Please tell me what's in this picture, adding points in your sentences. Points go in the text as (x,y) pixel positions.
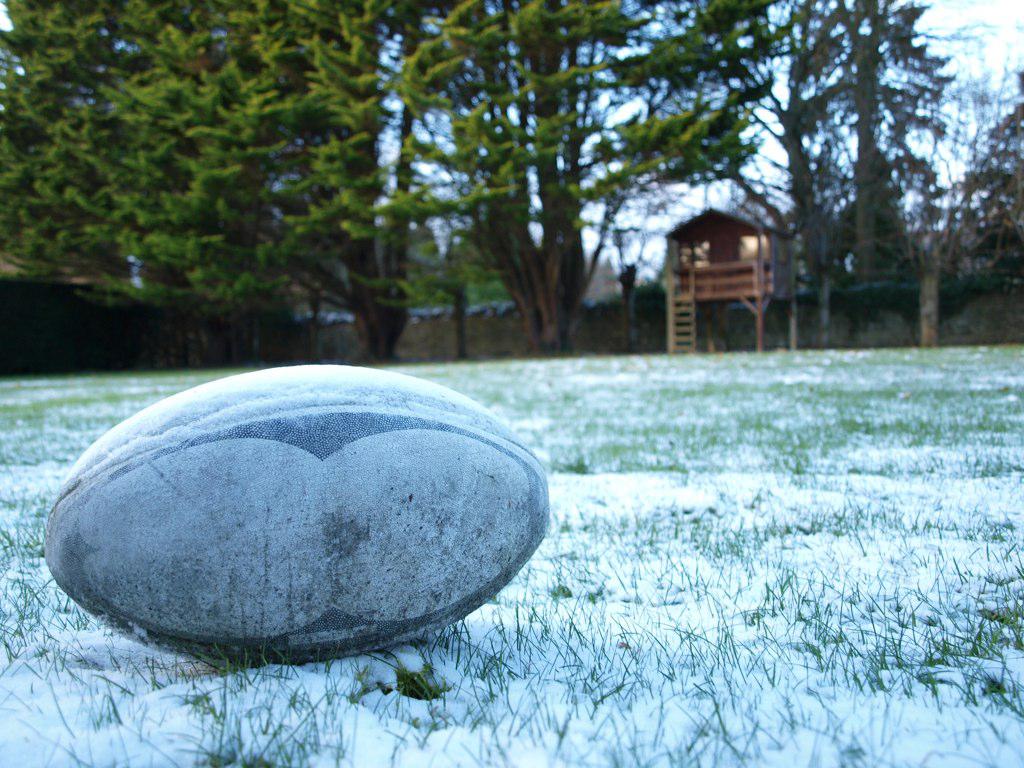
In this picture, there is a ball (446,560) on the ground (587,541). The ground (515,679) is covered with the snow (774,534). On the top (319,107) there are trees (917,232) and a wooden tree house (696,273).
